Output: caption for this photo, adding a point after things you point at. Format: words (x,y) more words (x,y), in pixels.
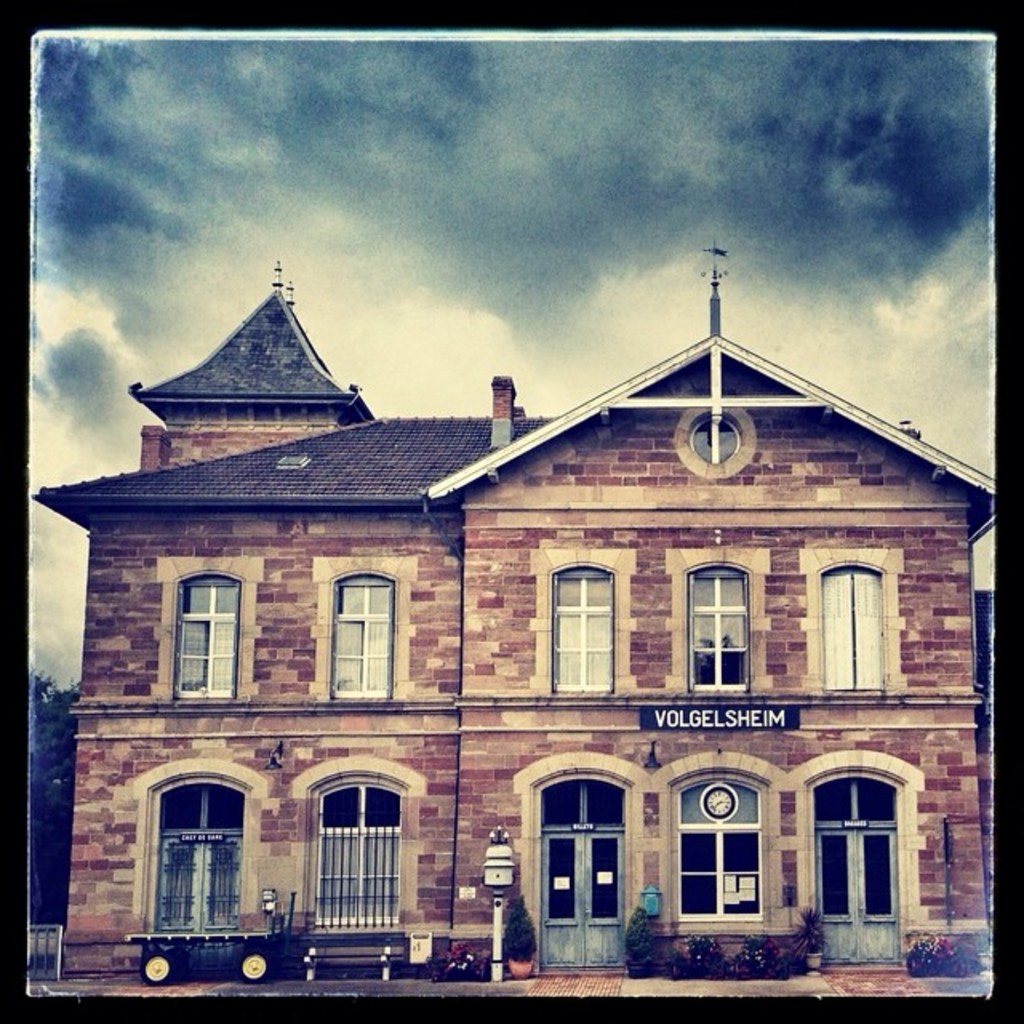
In this picture we can see a building (630,645), few plants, cart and clouds (430,285).
